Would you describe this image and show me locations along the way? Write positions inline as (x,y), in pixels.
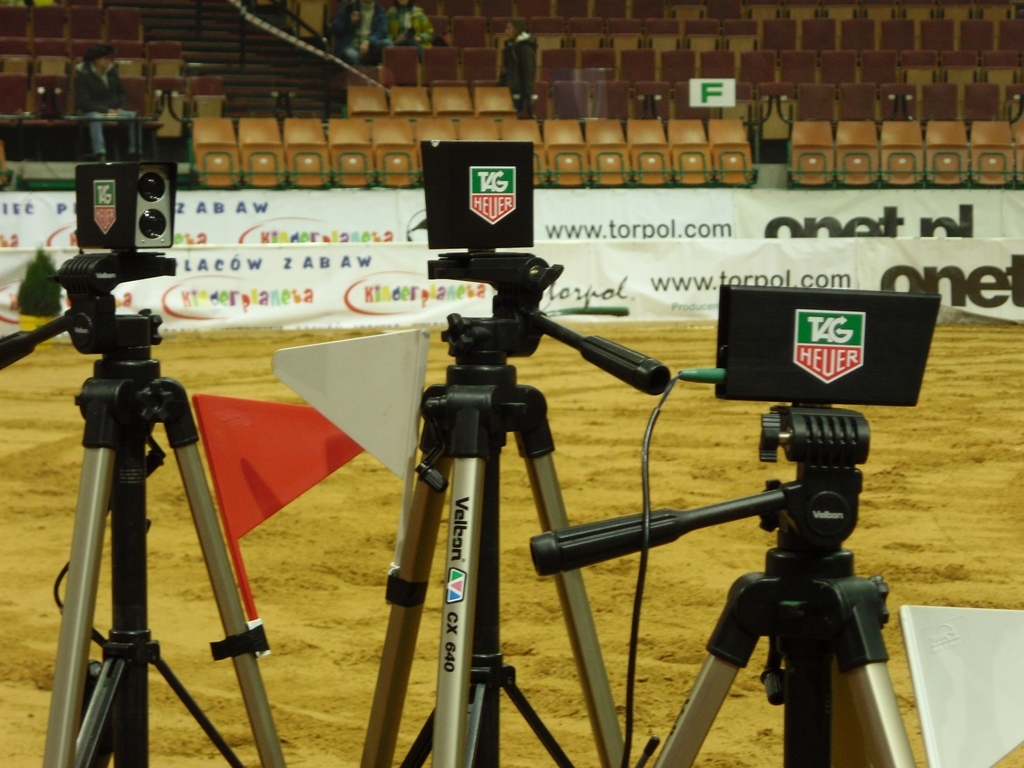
In the center of the image (342,413) we can see stands (446,621), cameras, flags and one white color object (996,666). In the background (726,130), we can see a few attached chairs (728,159), banners (608,211), few people (353,40) and some objects (294,38).
